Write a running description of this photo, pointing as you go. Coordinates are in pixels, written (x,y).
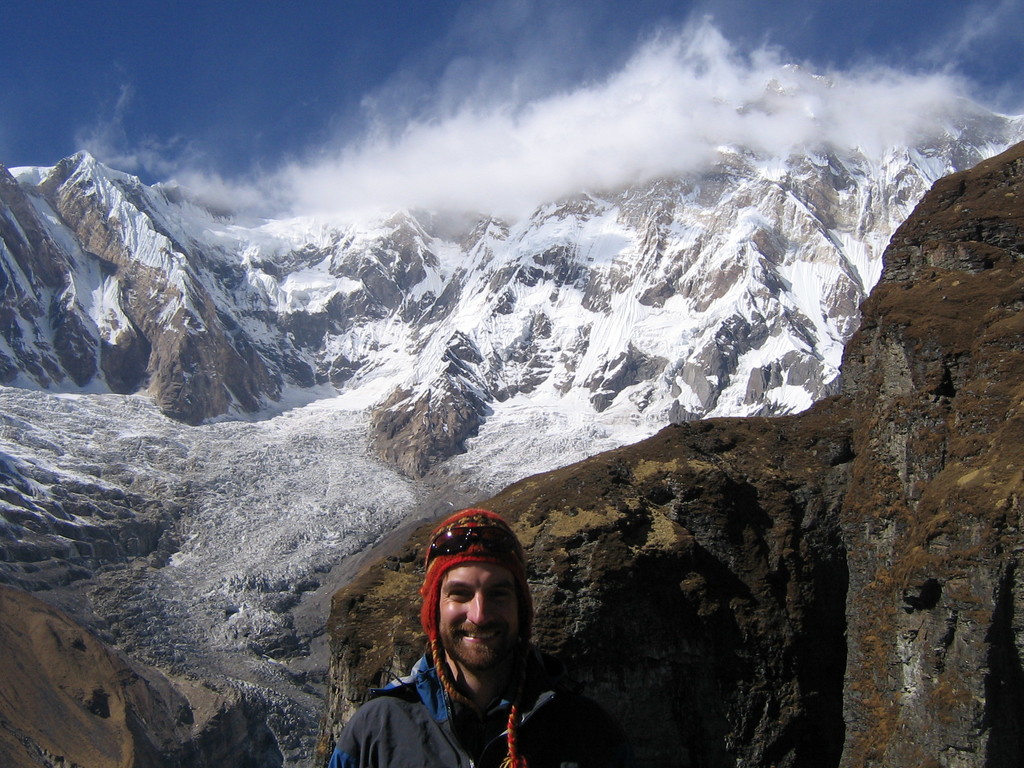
At the bottom of the image (499,748) we can see a man (509,538) standing and smiling. He is wearing a cap (514,543). In the background (870,414) there are hills (252,341) and sky (264,137).
